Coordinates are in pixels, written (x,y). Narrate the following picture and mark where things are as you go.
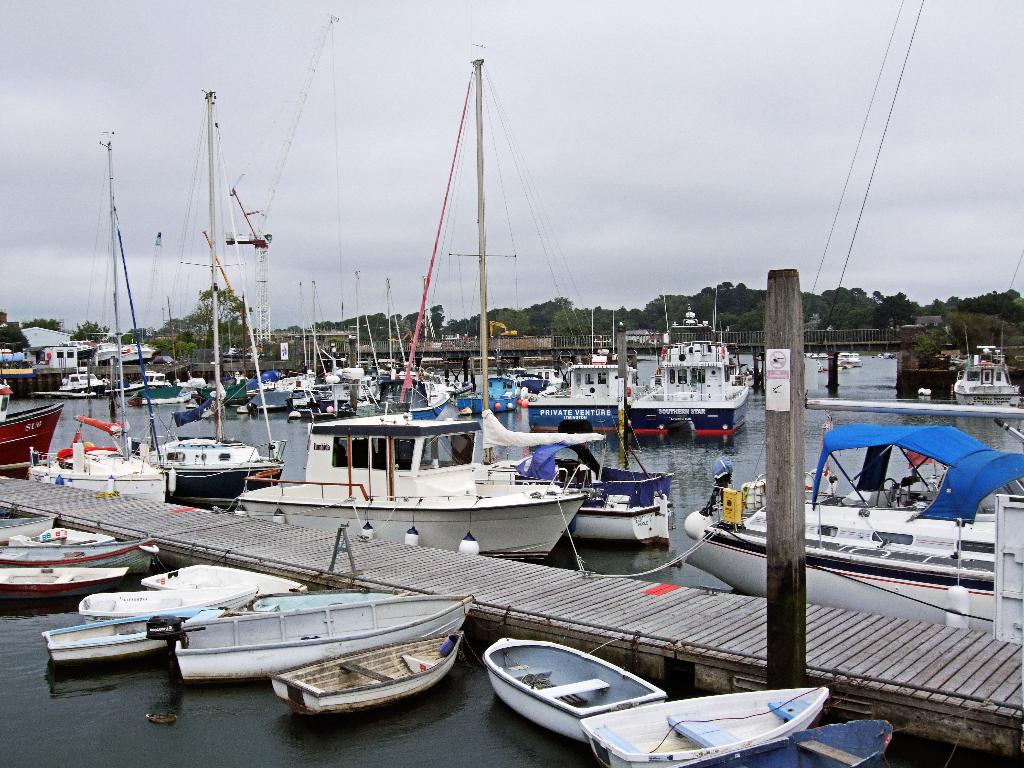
In this image we can see the boats (952,459) on the surface of the water (86,720). We can also see the path (617,579), wooden pillars (783,518) and also the sky (605,151).
